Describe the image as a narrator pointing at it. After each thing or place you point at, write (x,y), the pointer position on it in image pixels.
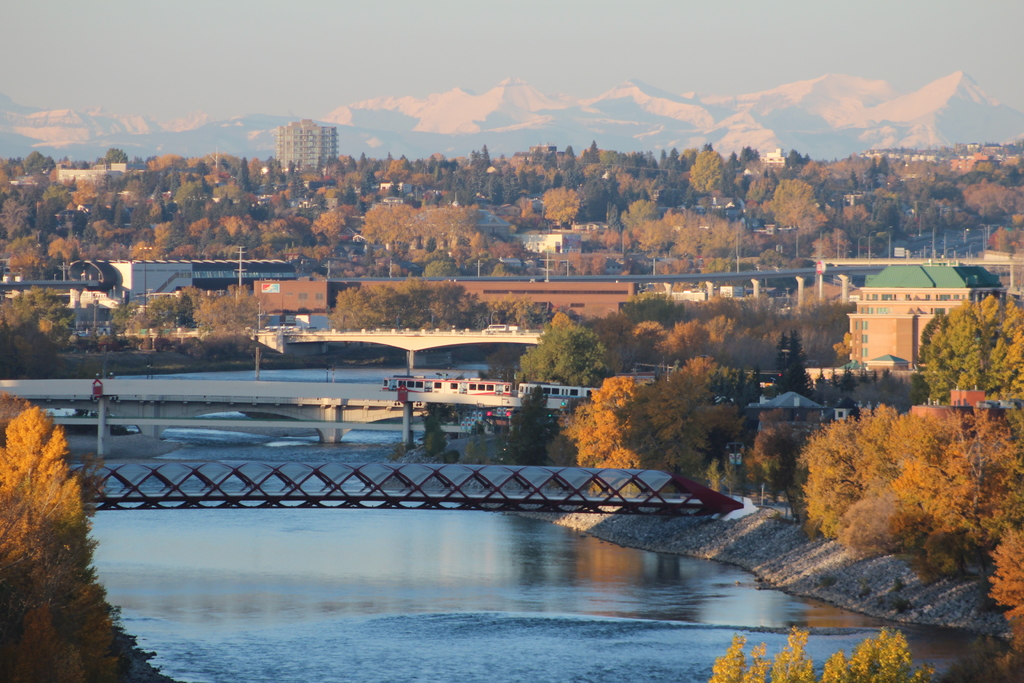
In this image, we can see bridges (222,398) and there are trees (205,203), buildings (566,236), poles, vehicles (576,386) on the road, mountains (538,110) and boards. At the bottom (472,592), there is water (419,603) and at the top (311,35), there is sky (311,35).
